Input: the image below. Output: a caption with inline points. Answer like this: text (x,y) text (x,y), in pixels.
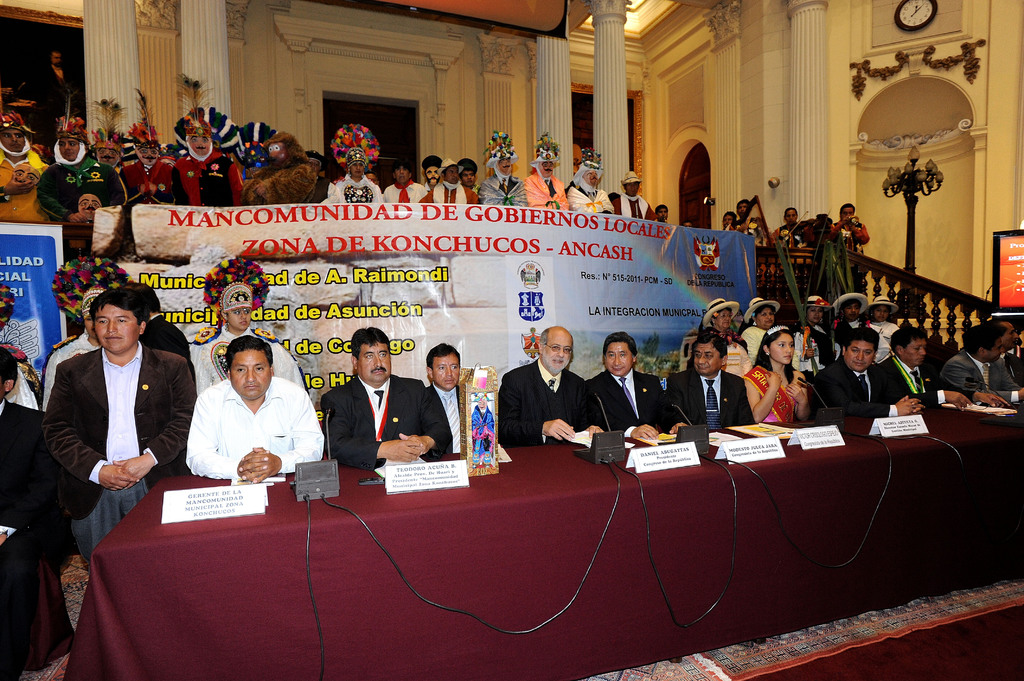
This picture shows a few people (349,159) standing. They wore caps (335,155) on their heads (359,159) and few (353,410) are seated and we see microphones (826,422) and name boards (186,518) on the table (993,447) and we see a television (1021,260) on the side and lights (928,171) to the pole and a wall clock (897,20).
